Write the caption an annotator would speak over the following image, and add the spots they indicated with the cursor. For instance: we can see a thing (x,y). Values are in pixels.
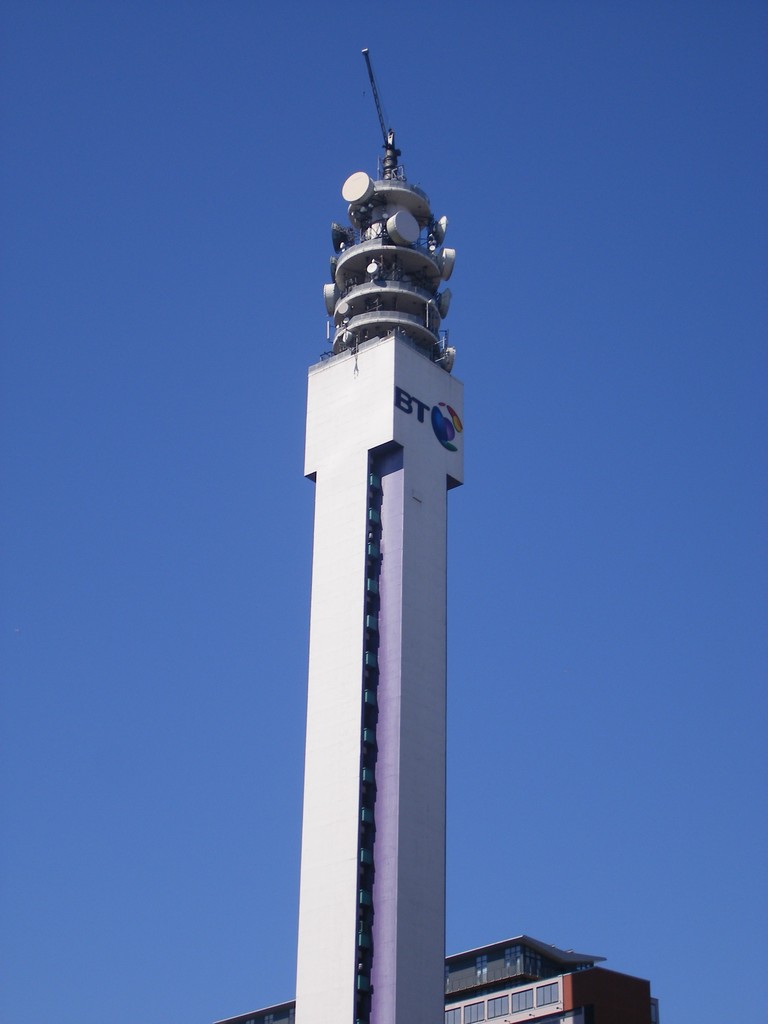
In this image I can see a tower (376,424) top of it I can see an antenna (376,180) and I can see a building (510,975) just behind the tower (390,345) and I can see the sky (609,659) as a background (583,676).
